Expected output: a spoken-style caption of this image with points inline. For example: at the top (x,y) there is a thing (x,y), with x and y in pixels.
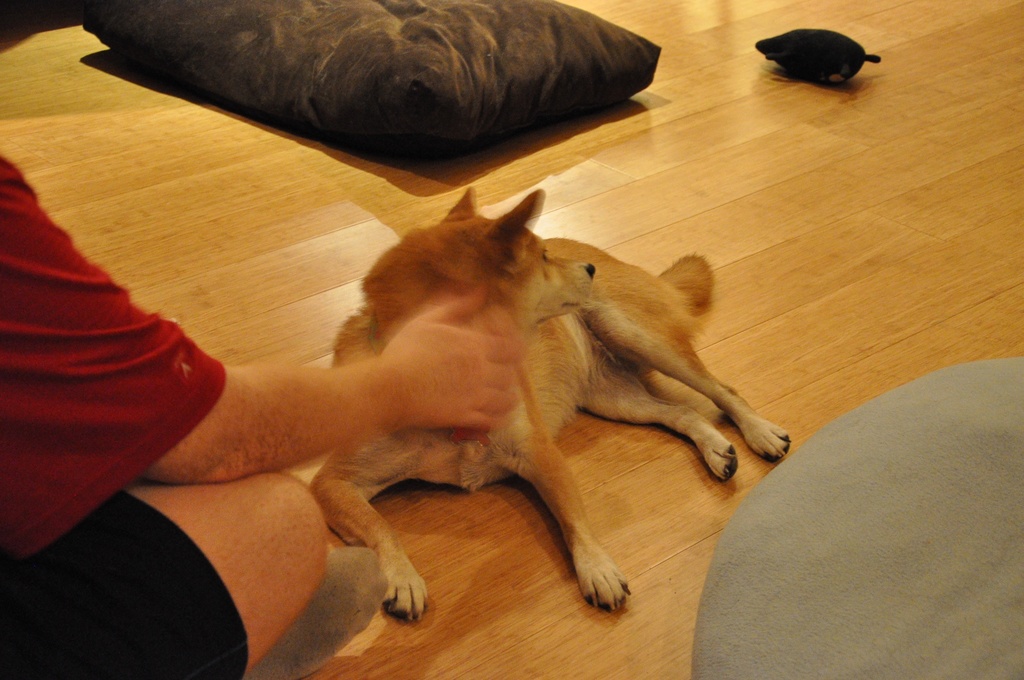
In this picture we can see a dog (668,280), pillow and some objects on the wooden platform (646,480), on the left side (31,339) we can see a person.
